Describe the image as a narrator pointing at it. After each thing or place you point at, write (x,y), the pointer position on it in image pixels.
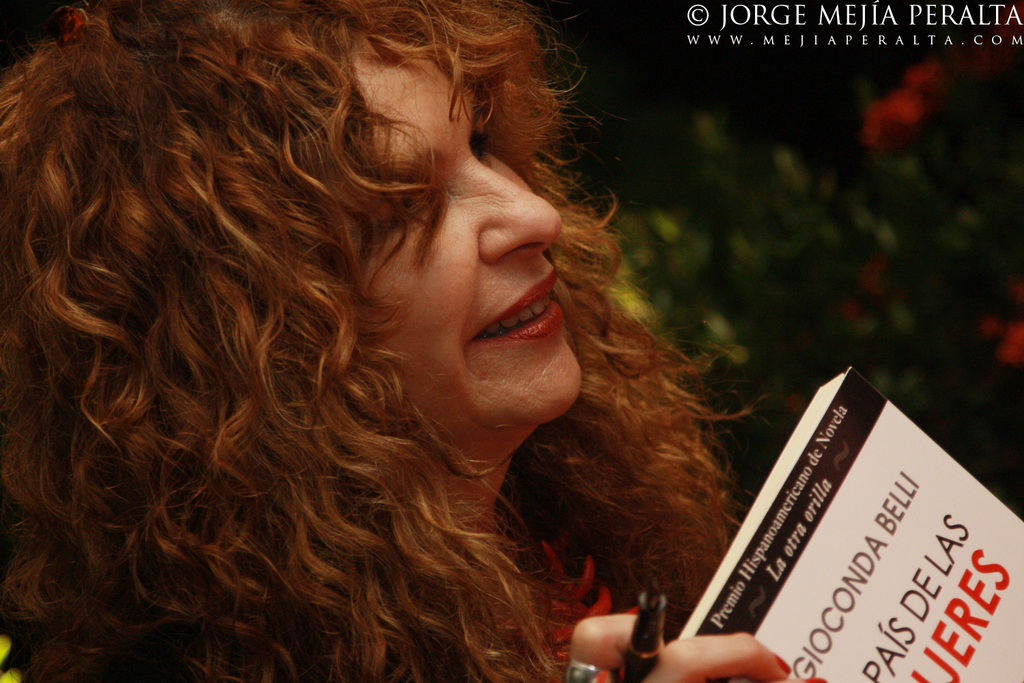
In this image, we can see a person (558,318) holding a book (899,492) and pen (650,675) with her hand (572,661). There is a text (701,17) in the top right of the image (947,46). In the background (842,143), image is blurred.
